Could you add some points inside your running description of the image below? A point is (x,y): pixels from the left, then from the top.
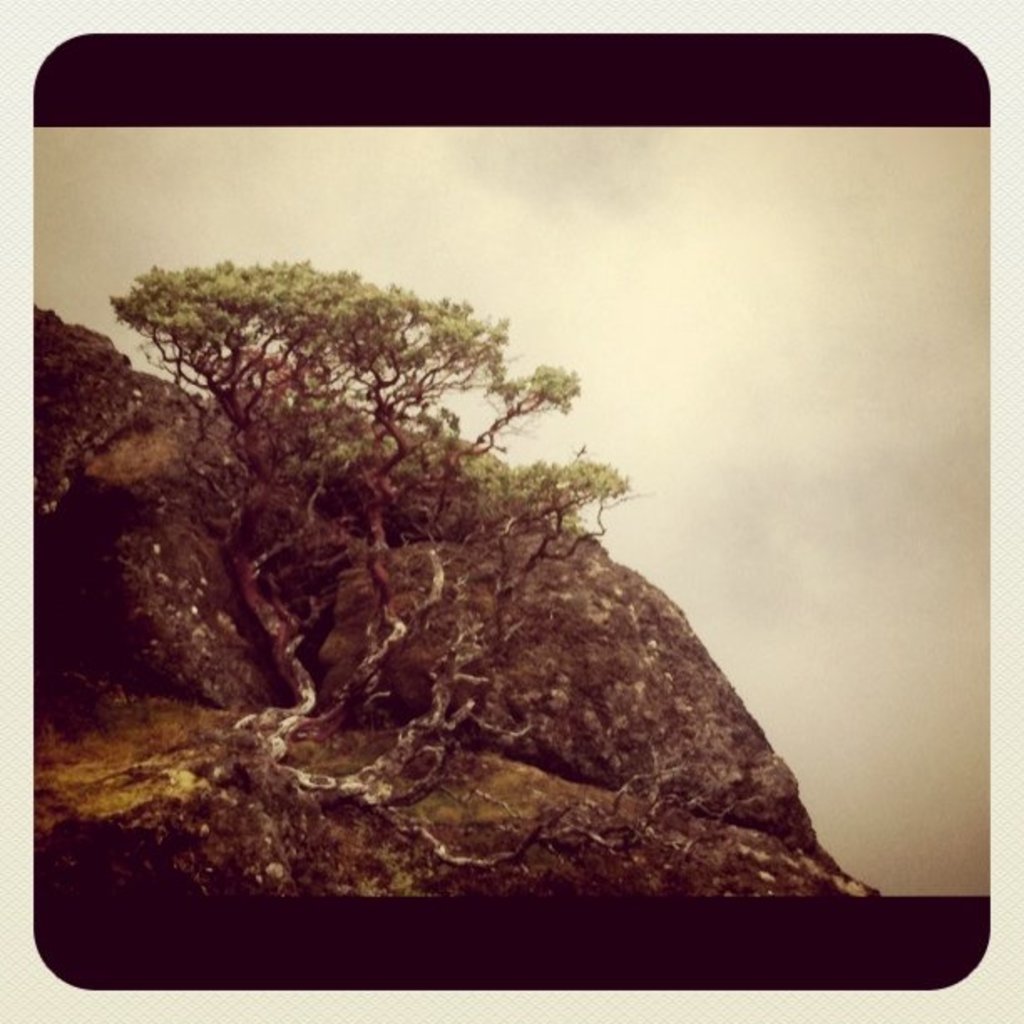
It is an edited image, there is a huge rock (420,549) and on that there is a tree (244,495).
